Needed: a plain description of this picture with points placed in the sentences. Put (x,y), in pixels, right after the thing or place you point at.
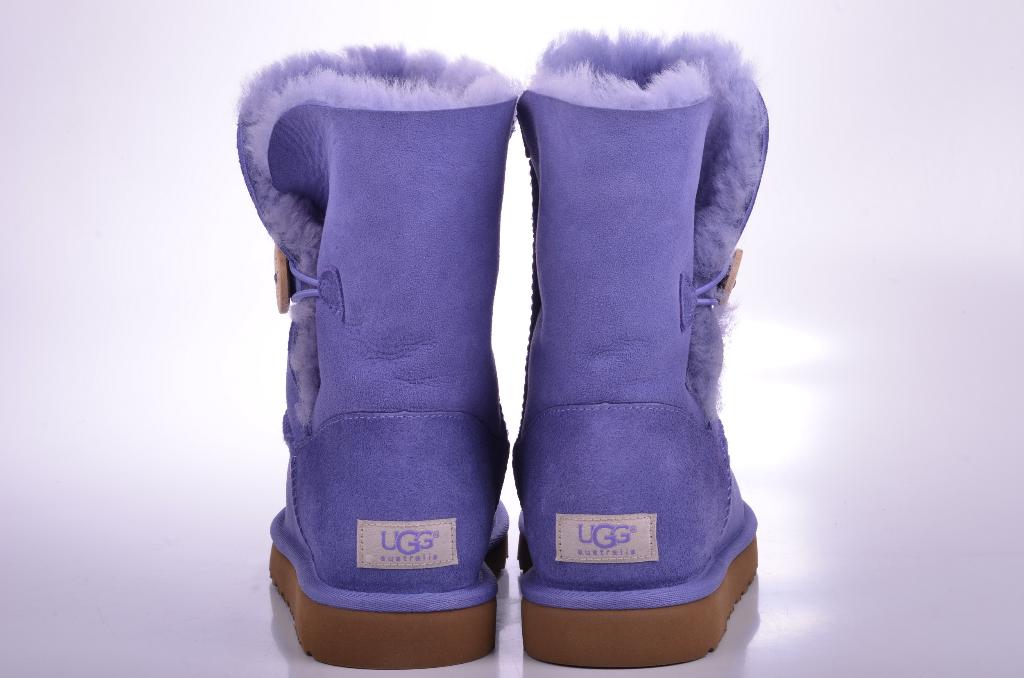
In this image I can see the footwear (631,260) which are in purple and brown color. These are on the white color surface (743,603).
